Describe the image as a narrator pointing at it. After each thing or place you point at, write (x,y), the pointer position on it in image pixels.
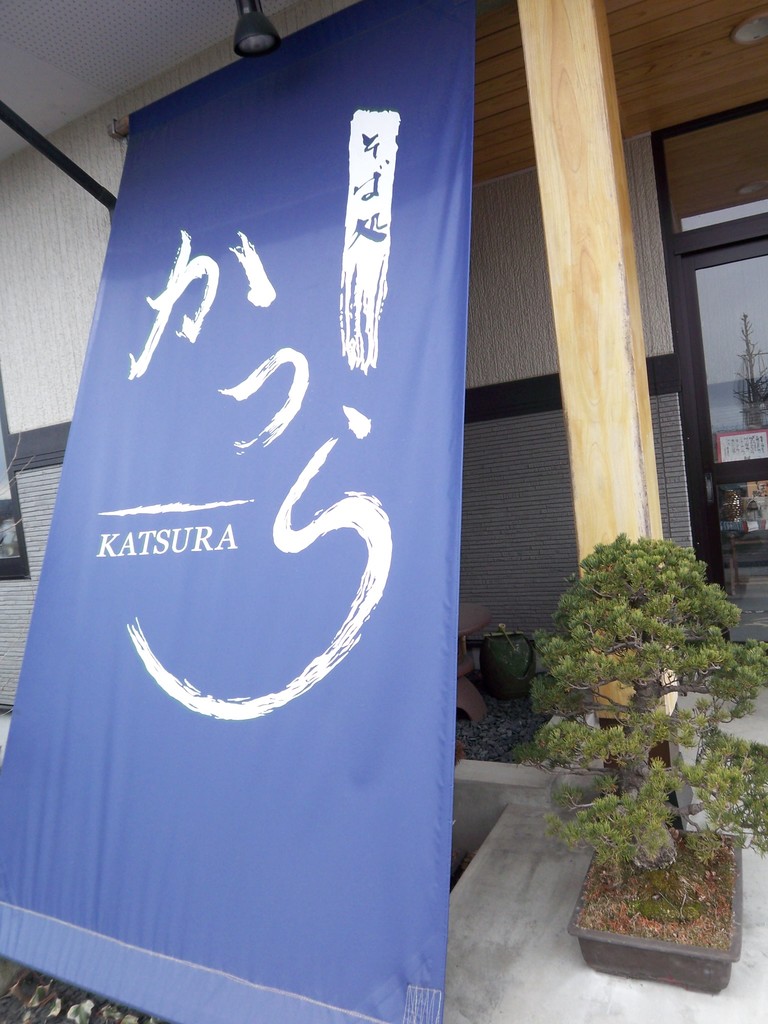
In the center of the image (306,646) there is a banner (218,559) with some text (333,645) on it. On the right side of the image (669,818), we can see a pot (663,940) with a plant (664,792). In the background (40,279) there is a wall (40,279), pole (568,253), window (751,333) and a few other objects (757,440).
